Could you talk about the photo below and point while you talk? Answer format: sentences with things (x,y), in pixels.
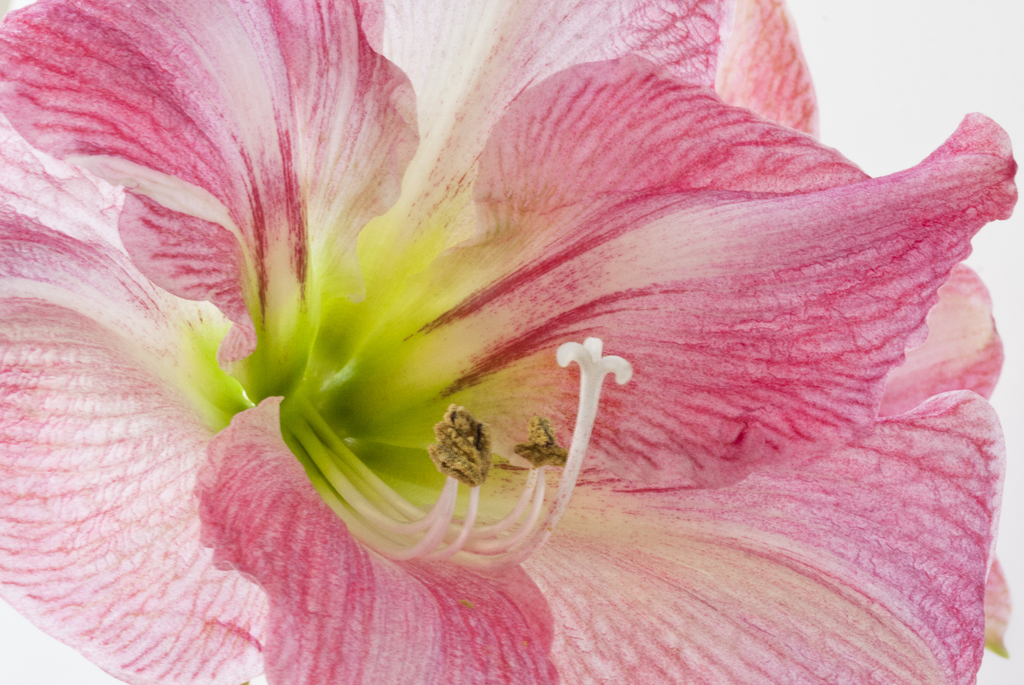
This is a zoomed in picture. In the foreground (313,556) we can see a pink color flower (609,172). In the background (873,49) there is a white color object (891,38).
